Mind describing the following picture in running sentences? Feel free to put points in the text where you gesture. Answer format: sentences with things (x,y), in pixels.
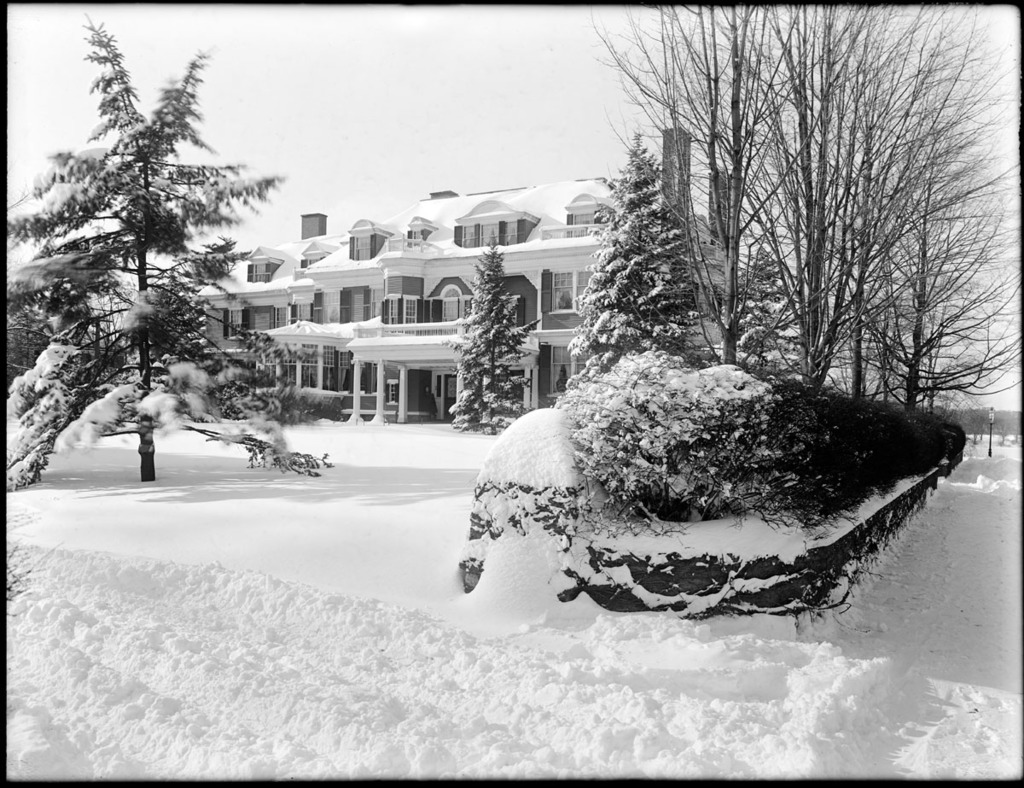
In this image there are trees (48,183), bushes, buildings (294,341) and a light pole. At the bottom of the image (404,605) there is snow (622,645) on the surface (414,486). At the top of the image (437,70) there is sky (459,60).
